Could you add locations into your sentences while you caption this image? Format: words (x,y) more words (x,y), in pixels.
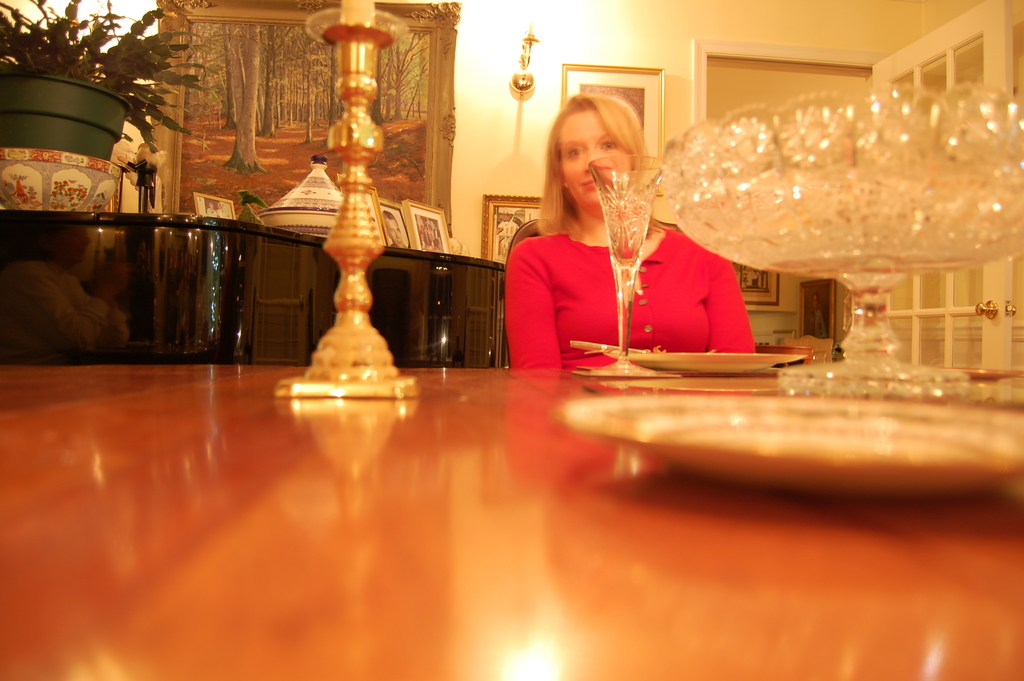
As we can see in the image, there is a wall (550,69), photo frame (567,76), women (567,121) sitting on chair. In front of women (552,315) there is a table (100,653). On table (173,626) there are plates (750,428) and a bowl (786,225).
